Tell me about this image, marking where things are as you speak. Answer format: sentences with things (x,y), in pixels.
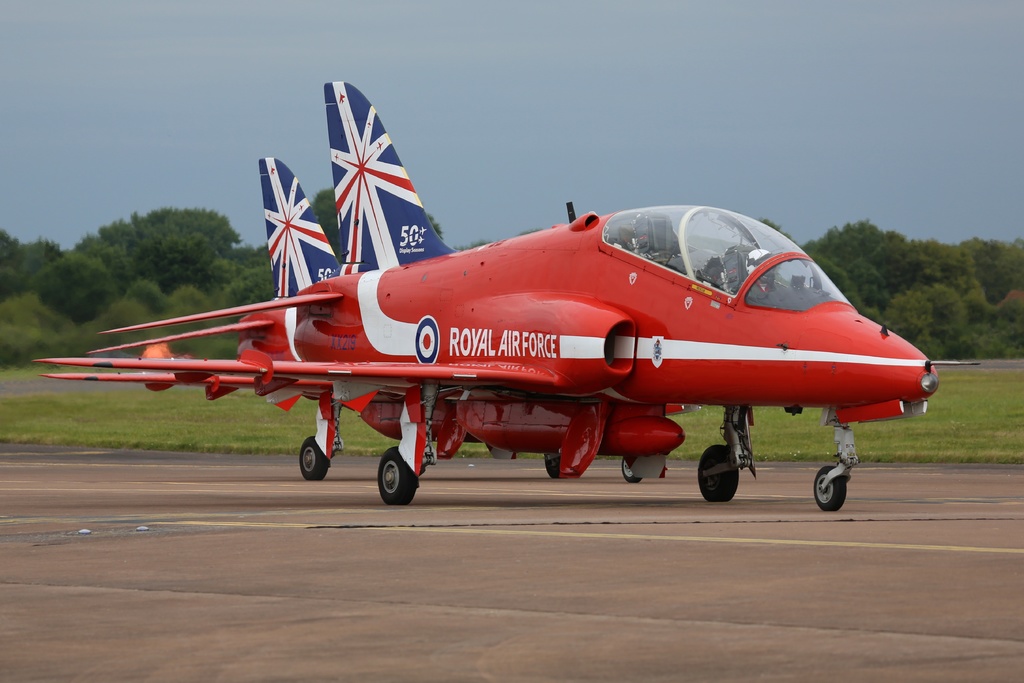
In the image there is a red color airplane (505,350) on the road (210,493), behind it there are trees (907,269) on the grassland (249,423) and above its sky (303,153).
